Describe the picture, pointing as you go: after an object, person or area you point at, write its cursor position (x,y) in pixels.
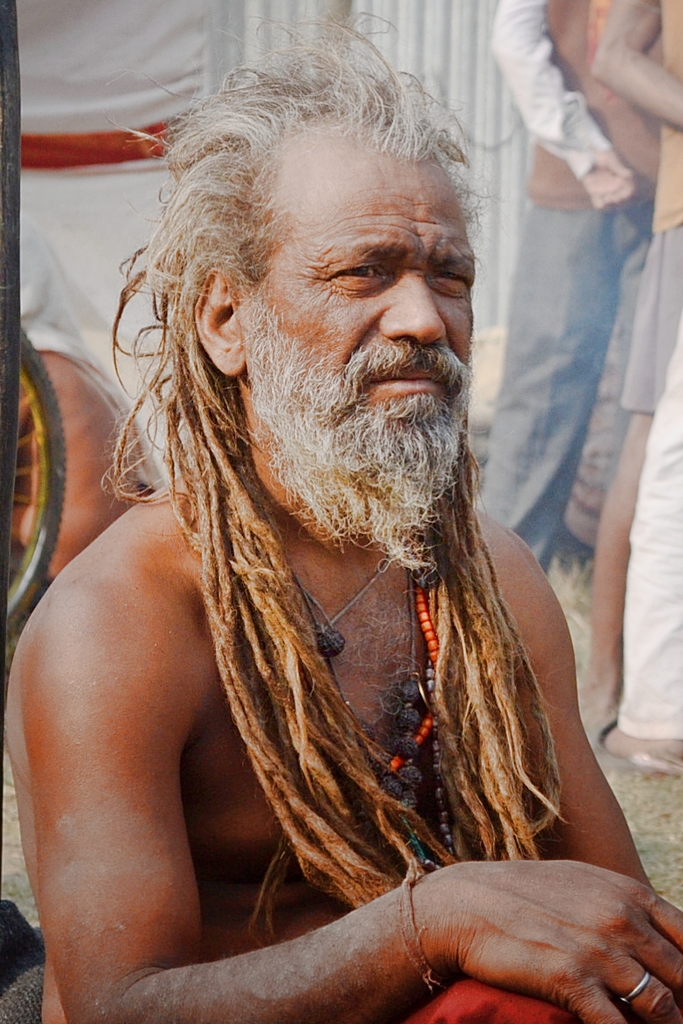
In this image I can see a person (237,768). On the left side (47,585) I can see a wheel (54,493). In the background (578,527), I can see three people (542,446).
